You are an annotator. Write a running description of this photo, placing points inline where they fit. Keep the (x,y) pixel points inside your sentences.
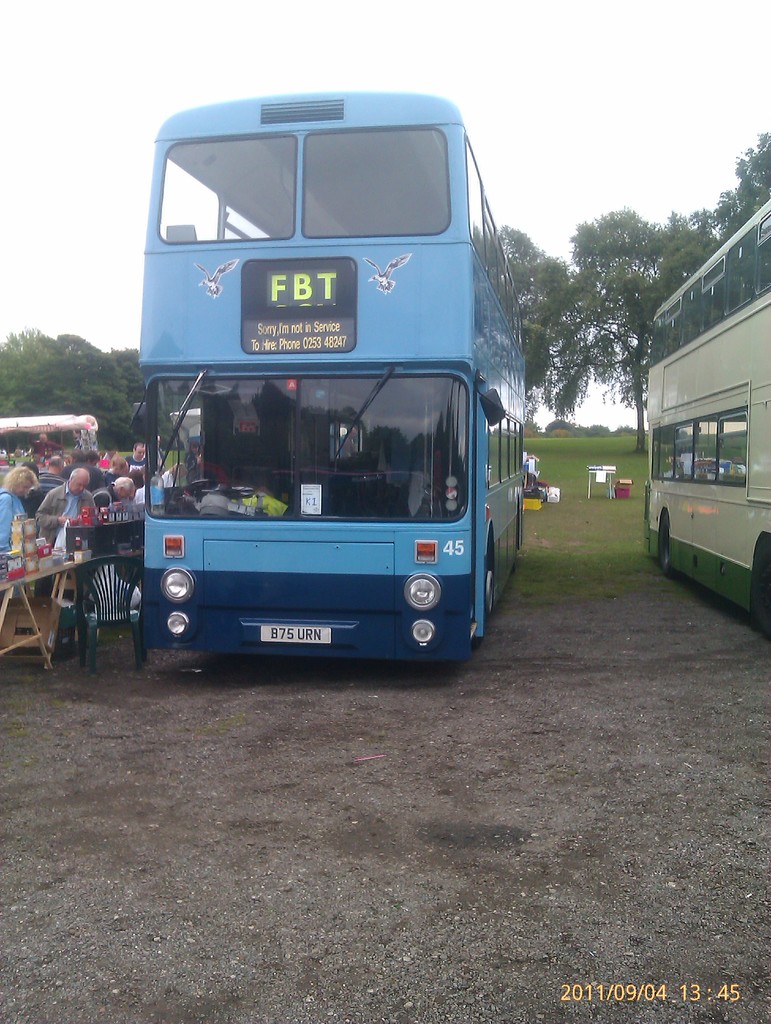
In this image in the front (429,530) there is a bus (425,488) which is blue in colour with some text (309,328) written on it. On the left side (49,481) there are persons (52,494) and there is a table (55,589) and there is an empty chair (94,594). On the right side (716,447) there is a bus (752,449) which is green in colour. In the background (528,423) there are trees (613,353) and there are objects (534,498).
